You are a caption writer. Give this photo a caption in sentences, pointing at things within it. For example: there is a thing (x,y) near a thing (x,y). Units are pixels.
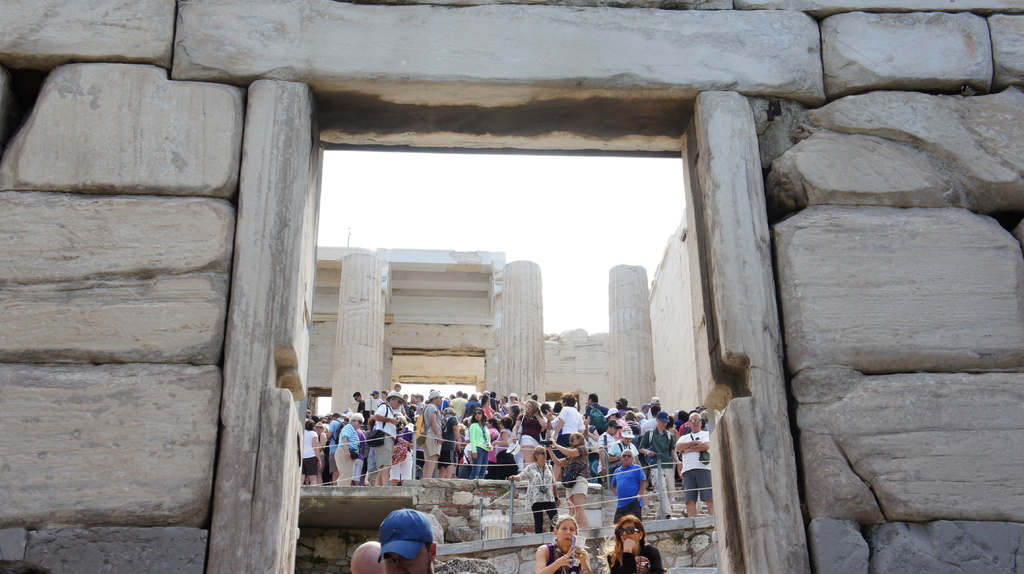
In this image we can see a stone wall (928,455) and we can see a door (490,514), there are some people (637,480) standing, we can see some pillars (511,323) and we can see the walls (322,355). At the top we can see the sky (557,206).
